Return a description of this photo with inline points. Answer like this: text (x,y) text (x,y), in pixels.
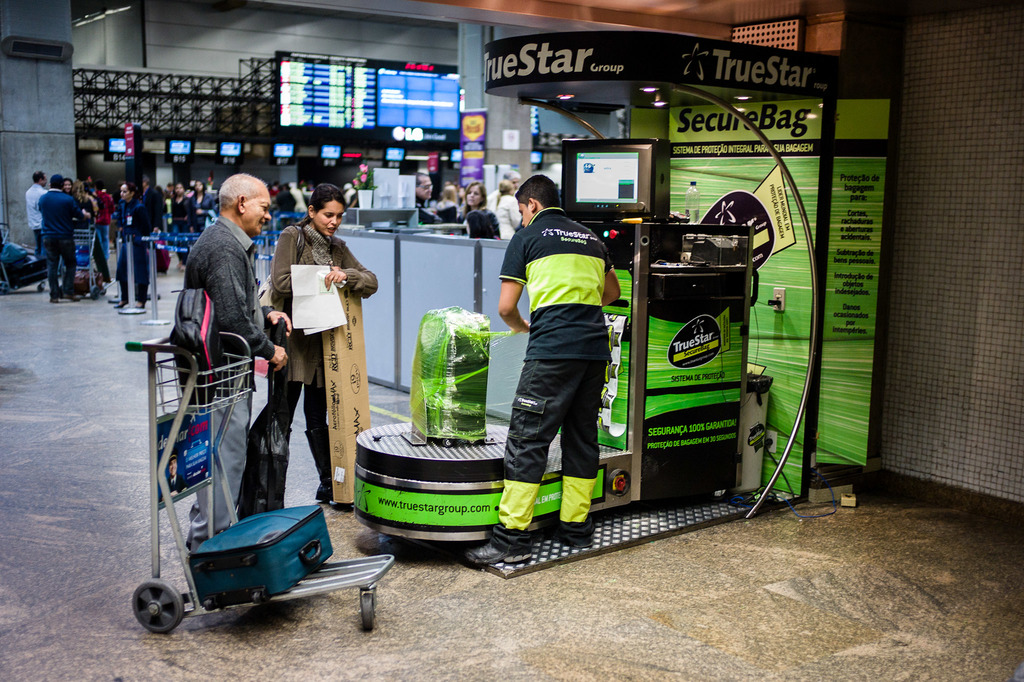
There is one man (538,408) standing and packing a briefcase (453,346) on a machine (641,421) as we can see in the middle of this image (631,438). We can see the people (169,206) in the background (445,200). There is a briefcase (227,550) kept on a trolley (171,502) is on the left side of this image (189,477). There is a screen (613,189) on the right side of this image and at the top of this image (416,106) as well.
